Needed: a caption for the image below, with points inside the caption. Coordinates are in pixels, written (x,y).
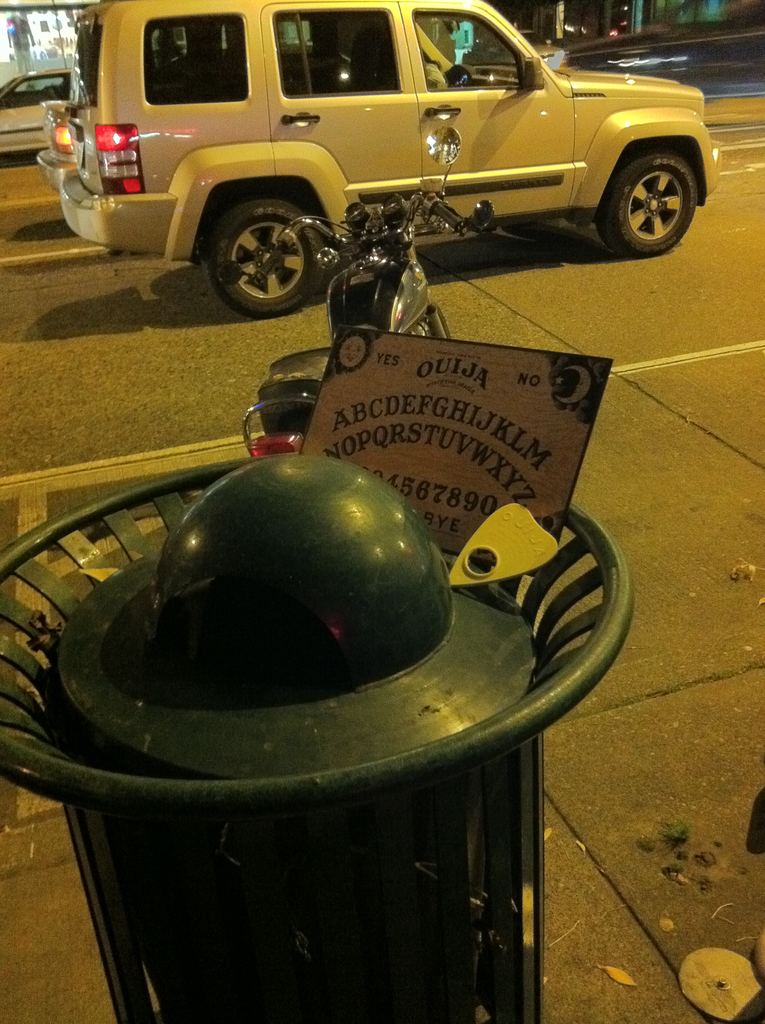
Here we can see a bin (246,637) and board (480,370). Vehicles (346,252) are on the road (137,281).
